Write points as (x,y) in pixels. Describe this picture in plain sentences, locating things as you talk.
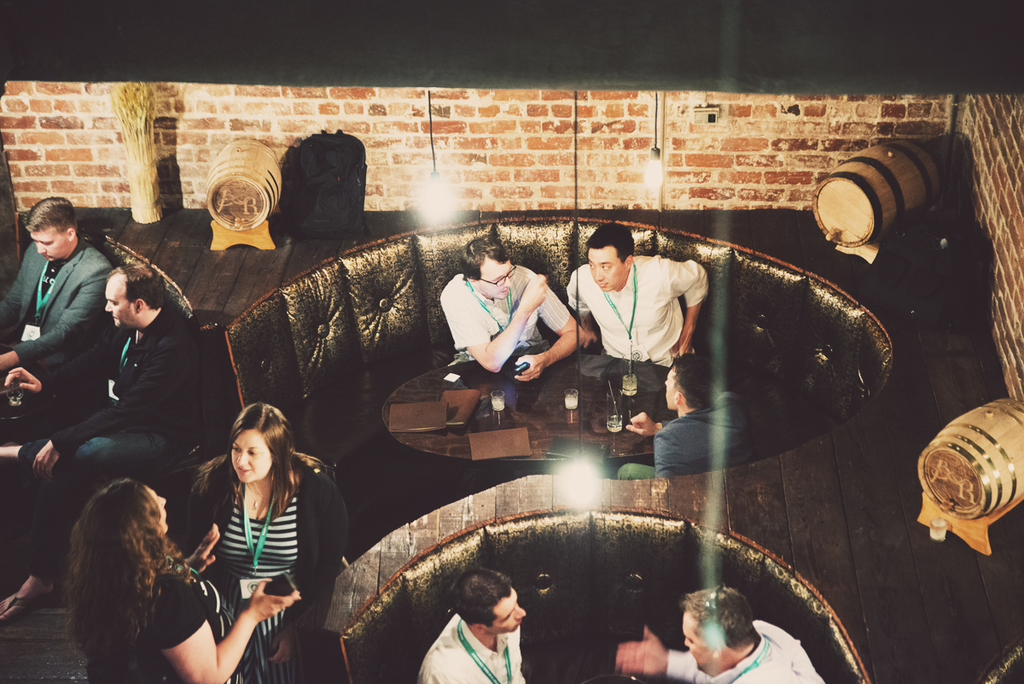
In this image, there are a few people (565,348). Among them, some people (587,278) are sitting on sofas (284,336). We can see some wooden barrels (966,502) and an object (153,210). We can also see the brick wall (636,114) and some lights (654,159) attached at the top (642,172). We can also see a table (486,394) with some objects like glasses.
